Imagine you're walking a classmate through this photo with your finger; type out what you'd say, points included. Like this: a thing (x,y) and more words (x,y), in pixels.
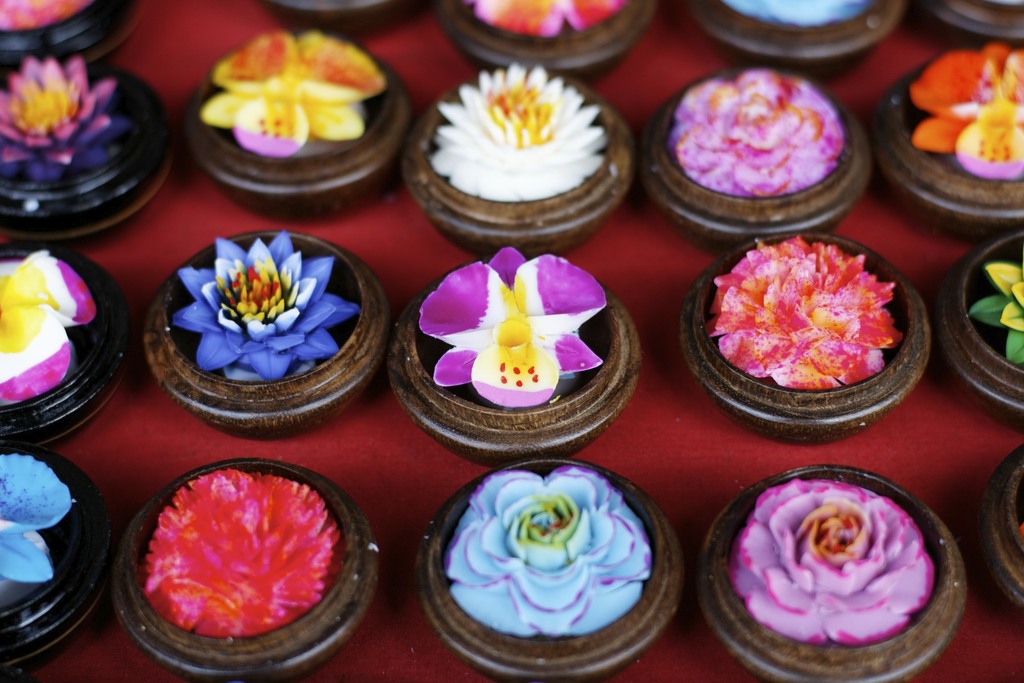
In this image there are different types of flowers (543,269) placed on an individual small bowls (364,286), which is on the table (390,646).
